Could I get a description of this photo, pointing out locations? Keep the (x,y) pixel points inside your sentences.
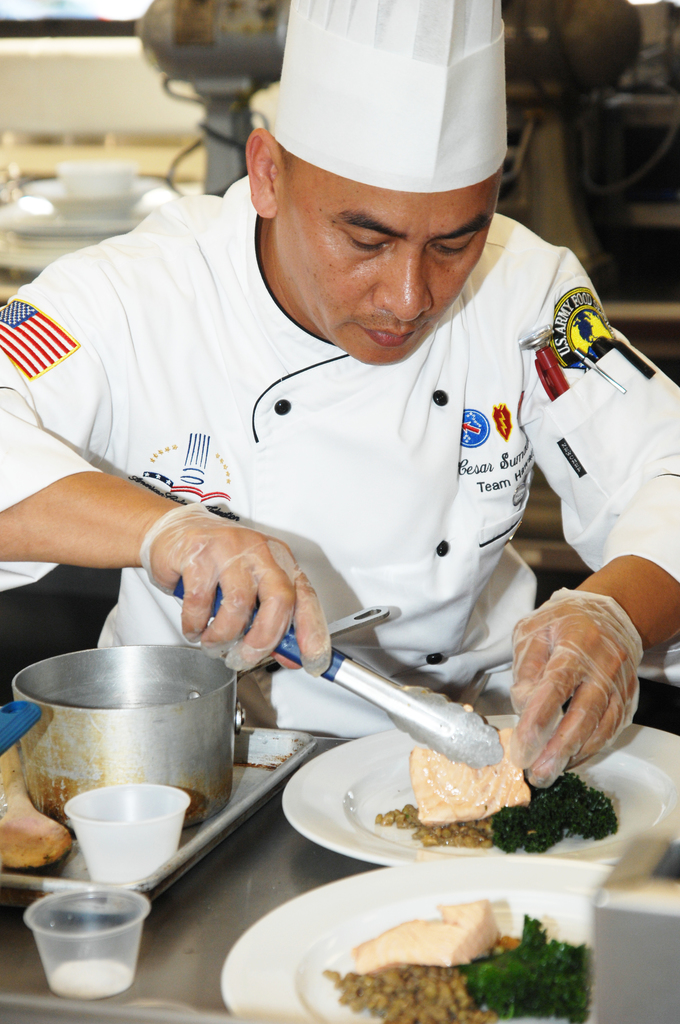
In this picture there is a man (458,546) who is wearing white dress (574,390), cap (478,31) and gloves (243,614). He is holding tongs (368,694). On the table (45,988) we can see plates (282,1020), seeds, cup (112,804), and bowl (135,715). In the background (547,0) we can see a machine (159,66).
